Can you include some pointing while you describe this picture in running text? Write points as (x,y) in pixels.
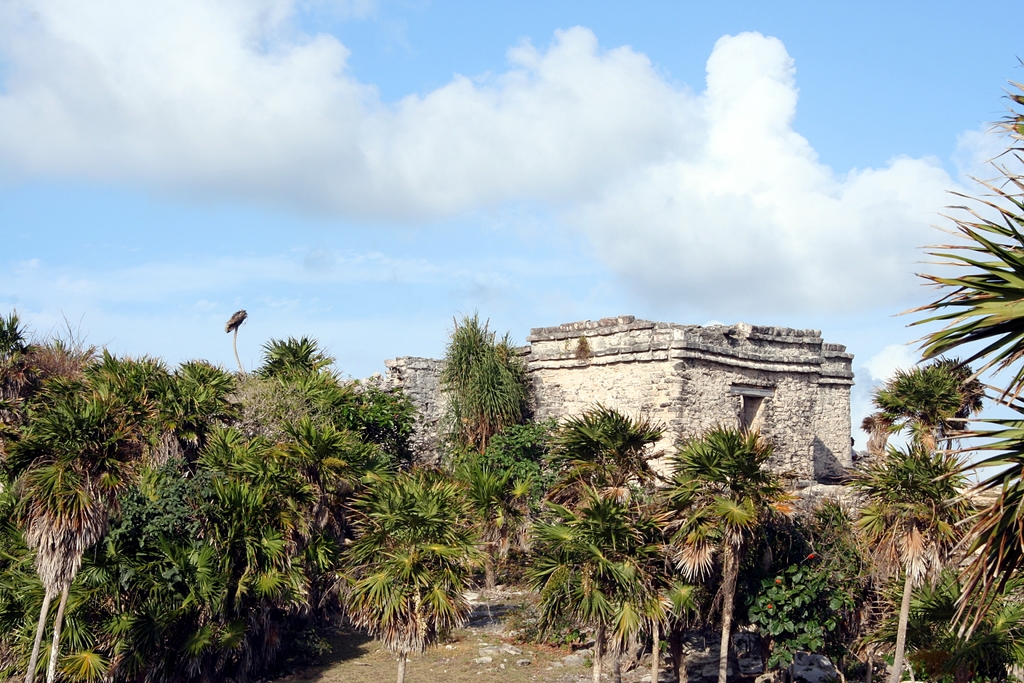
At the bottom of the picture (512,560), there are trees (692,601). Behind that, we see a building (712,415) made up of stones (703,389). At the top of the picture (507,66), we see the sky (506,260) and the clouds (414,164).
